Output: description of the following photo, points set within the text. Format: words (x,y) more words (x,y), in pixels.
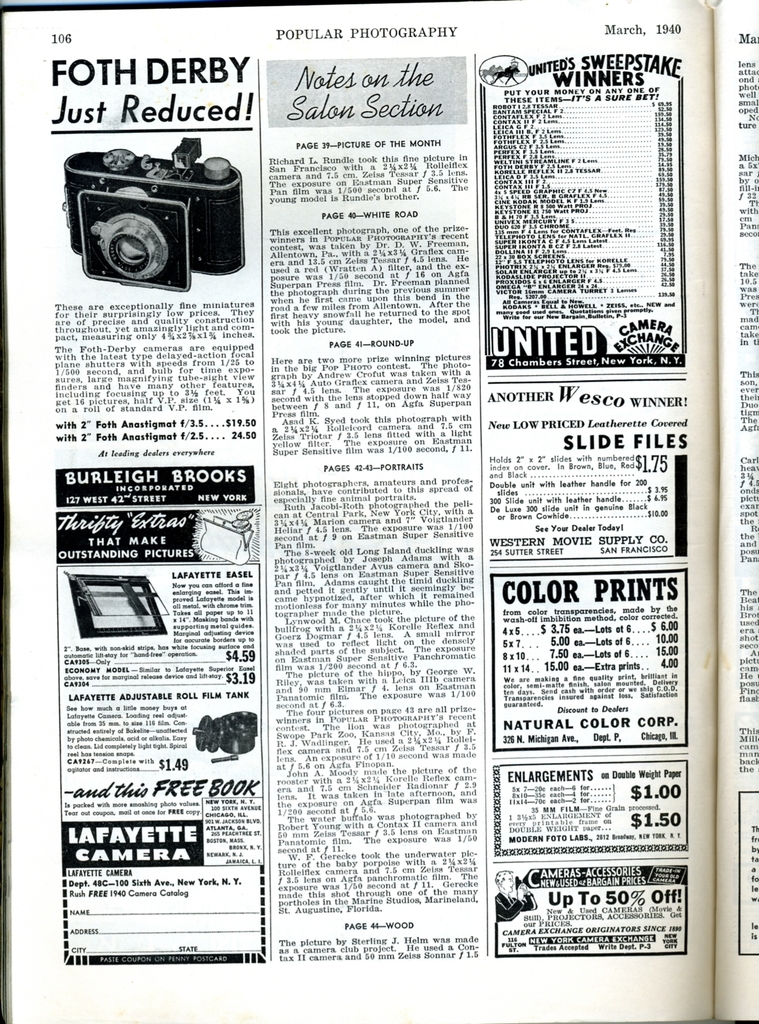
In the image we can see a paper (158,55), in the paper (93,96) we can see some text (517,137) and images (67,204).
